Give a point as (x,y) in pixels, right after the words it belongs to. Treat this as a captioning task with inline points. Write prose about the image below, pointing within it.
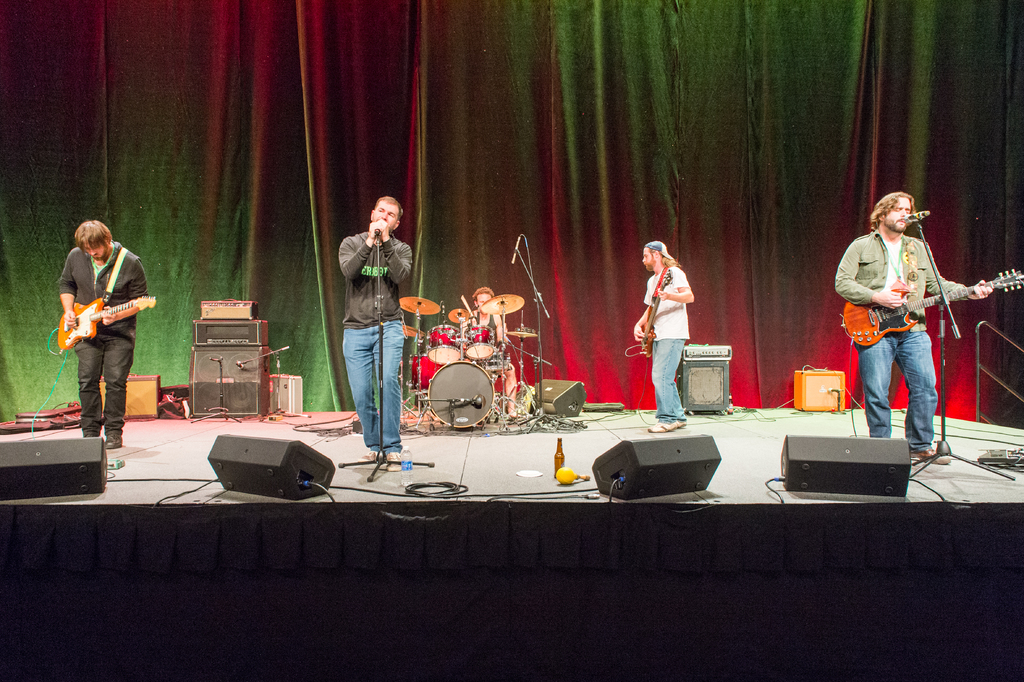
Three persons (866,283) are playing the guitar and a person (384,292) is singing a song in the middle (368,302).
